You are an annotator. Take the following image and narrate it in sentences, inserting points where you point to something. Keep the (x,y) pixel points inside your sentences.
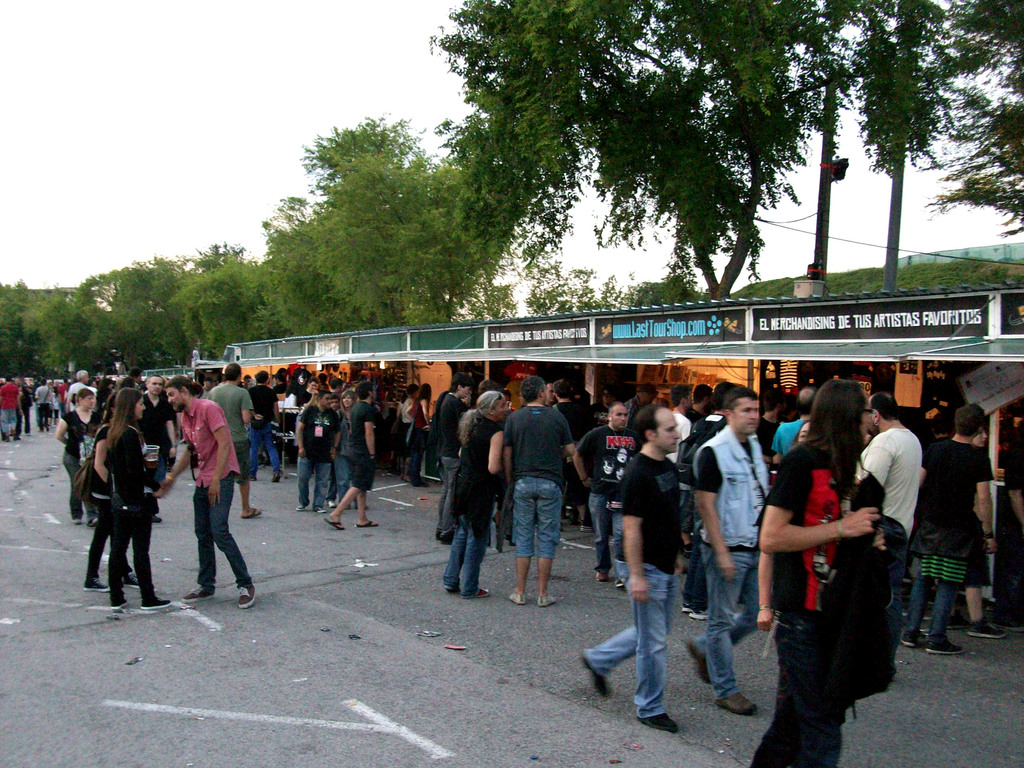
In this image we can see some people (916,519), stalls (698,377), name boards (978,399) and other objects (936,369). In the background of the image (13,316) there are trees (556,164), poles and other objects (1008,262). At the top of the image (382,87) there is the sky (436,150). At the bottom of the image (485,705) there is the road (432,689).
